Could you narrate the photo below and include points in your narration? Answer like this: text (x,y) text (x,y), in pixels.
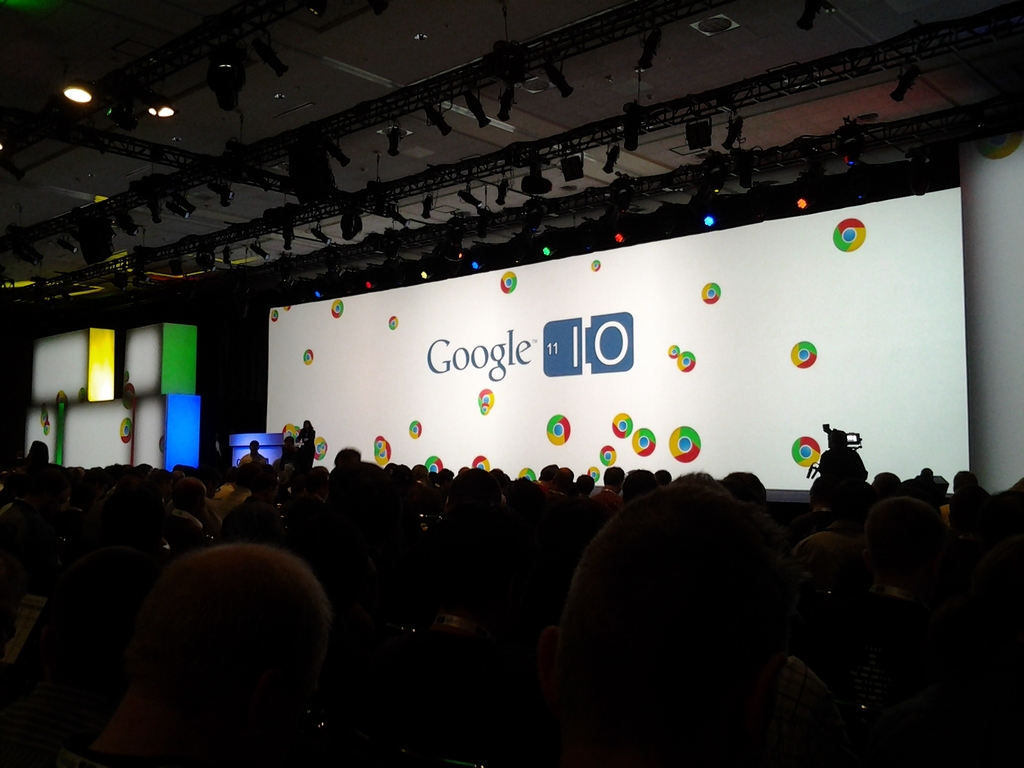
This is an image clicked in the dark. At the bottom (411,583), I can see a crowd of people (401,570) facing towards the back side (250,606). In the background (533,393) there is a screen (571,353) on which I can see some text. Beside the screen (289,431) few persons (297,444) are standing. In the background (148,417) there are few boxes (129,381). At the top of the image (344,146) I can see the ceiling (125,178) along with the metal rods (194,252) and lights (67,96).
